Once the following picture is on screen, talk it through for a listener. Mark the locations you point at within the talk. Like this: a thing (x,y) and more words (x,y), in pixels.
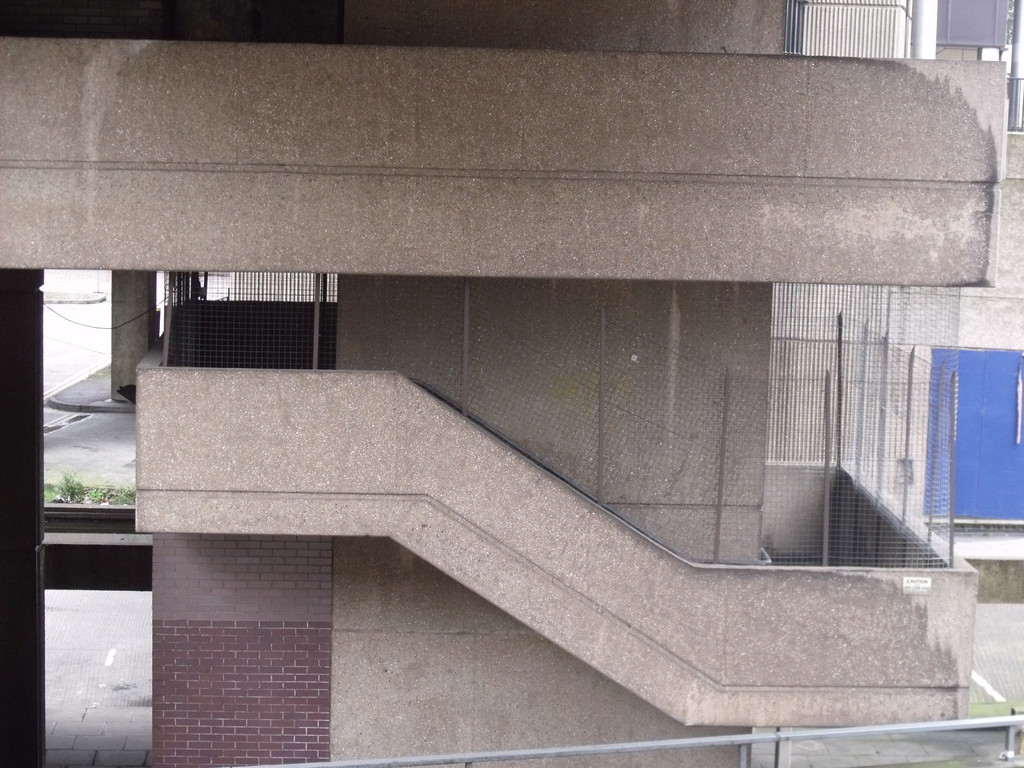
In this picture I can see a building (549,403), this is looking like wire fence (636,449), and there are plants (89,491).
